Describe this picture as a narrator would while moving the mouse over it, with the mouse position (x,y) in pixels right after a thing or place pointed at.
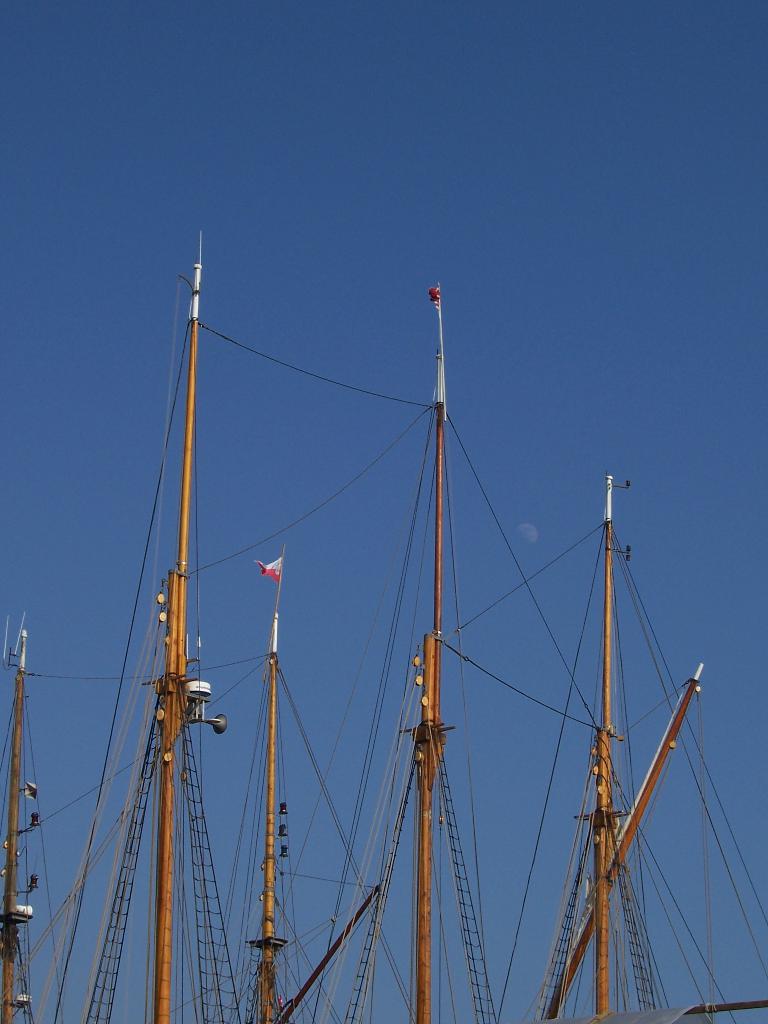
In this image we can see masts (614,877) of the ship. The sky (549,867) is in blue color.
